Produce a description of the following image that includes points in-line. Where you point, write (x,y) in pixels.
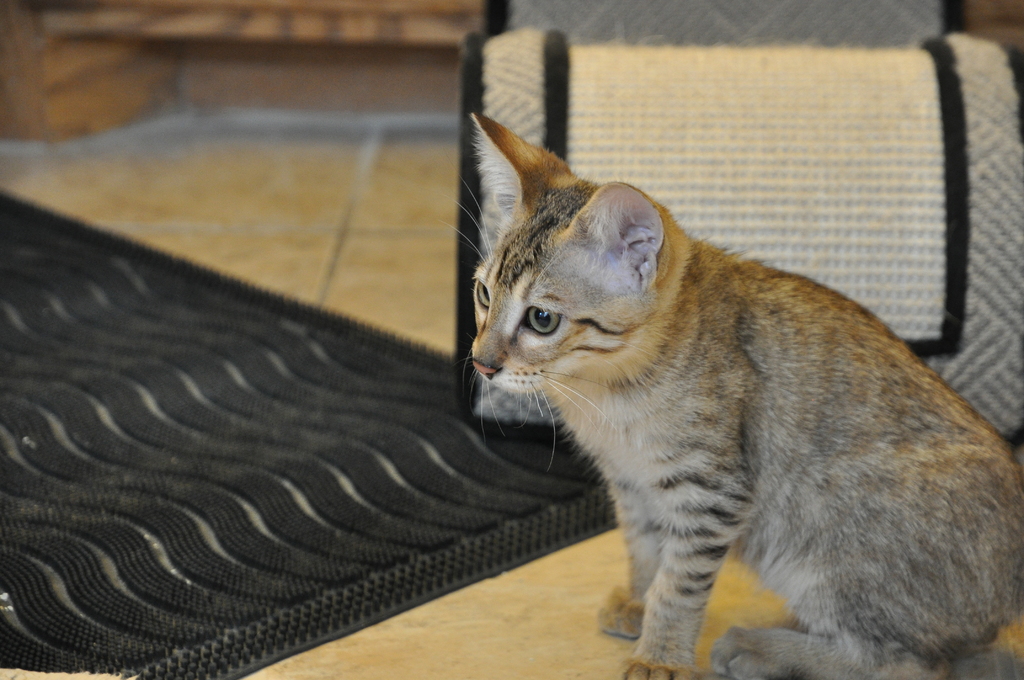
In this picture there is a cat (966,555) on the right side of the image (994,455) and there is rug (261,484) on the floor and there is a cat scratcher (864,93) in the background area of the image (765,116).
